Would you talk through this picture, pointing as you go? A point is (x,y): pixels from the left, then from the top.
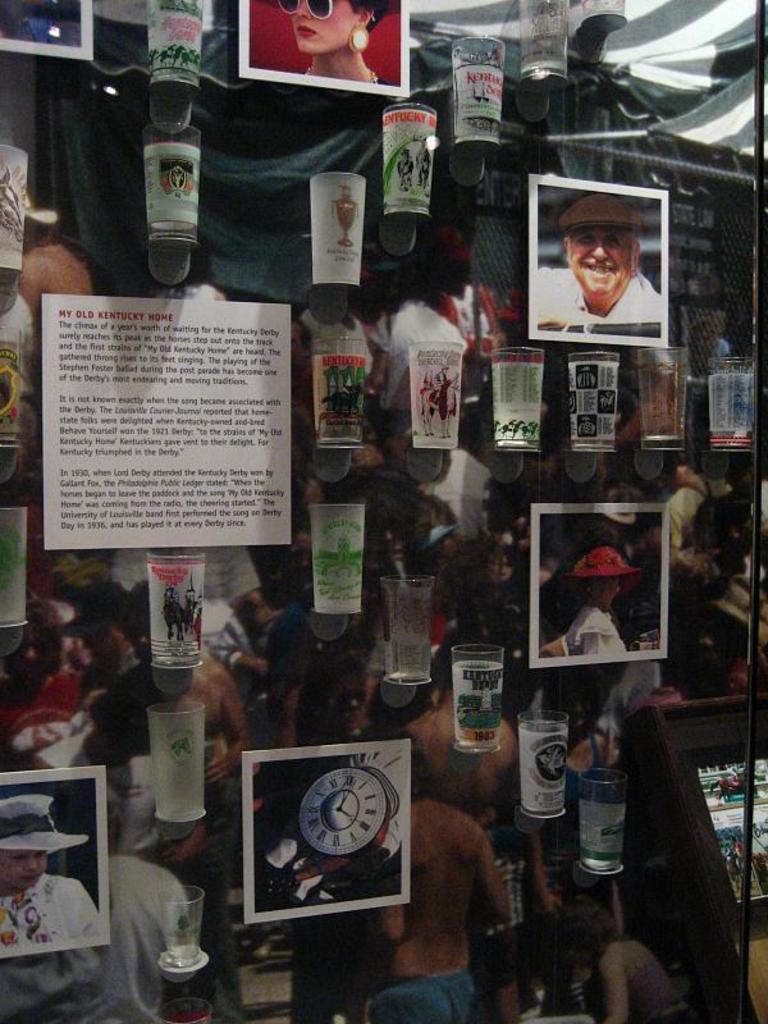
In this picture I can see few glasses (330,283) and in the background (427,284) I can see pictures (250,604) of few people (294,631) on the banner (413,757) and I can see few photo frames (311,64) and I can see a board (235,464) with some text (218,419) and I can see a metal rod (748,904) on the right side (753,507).
